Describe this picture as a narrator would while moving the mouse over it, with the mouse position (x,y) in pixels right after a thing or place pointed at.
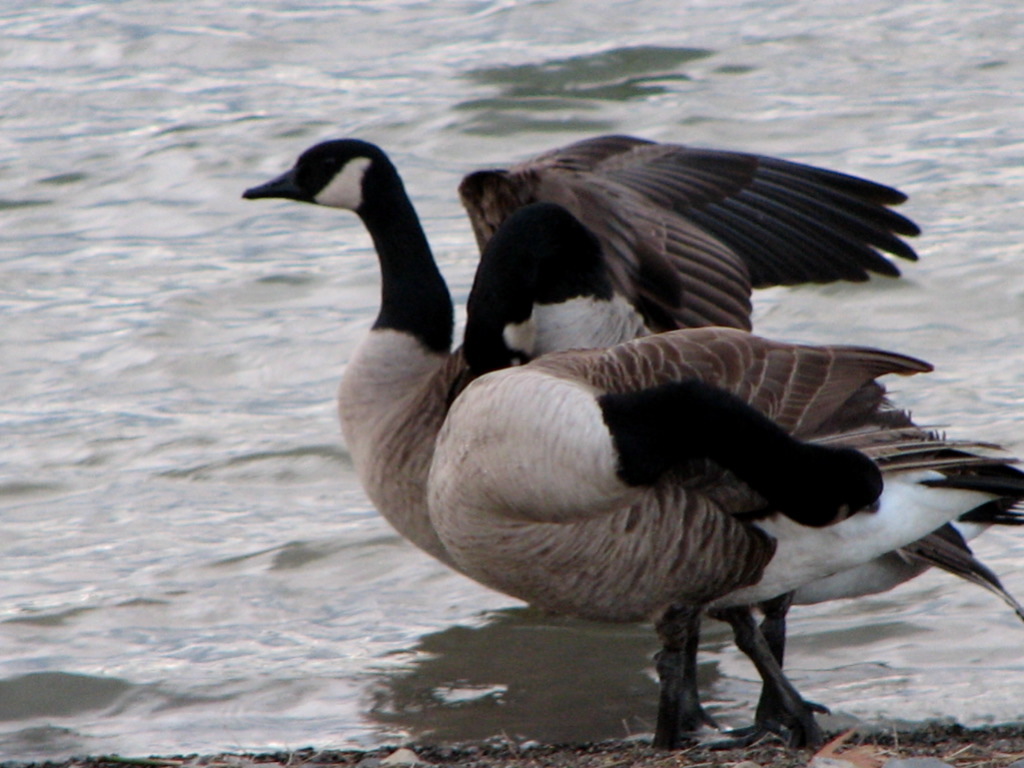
In this image in the center (490,457) there are three birds (517,364), and at the bottom (90,623) there is a river (845,625) and some scrap (451,760).
